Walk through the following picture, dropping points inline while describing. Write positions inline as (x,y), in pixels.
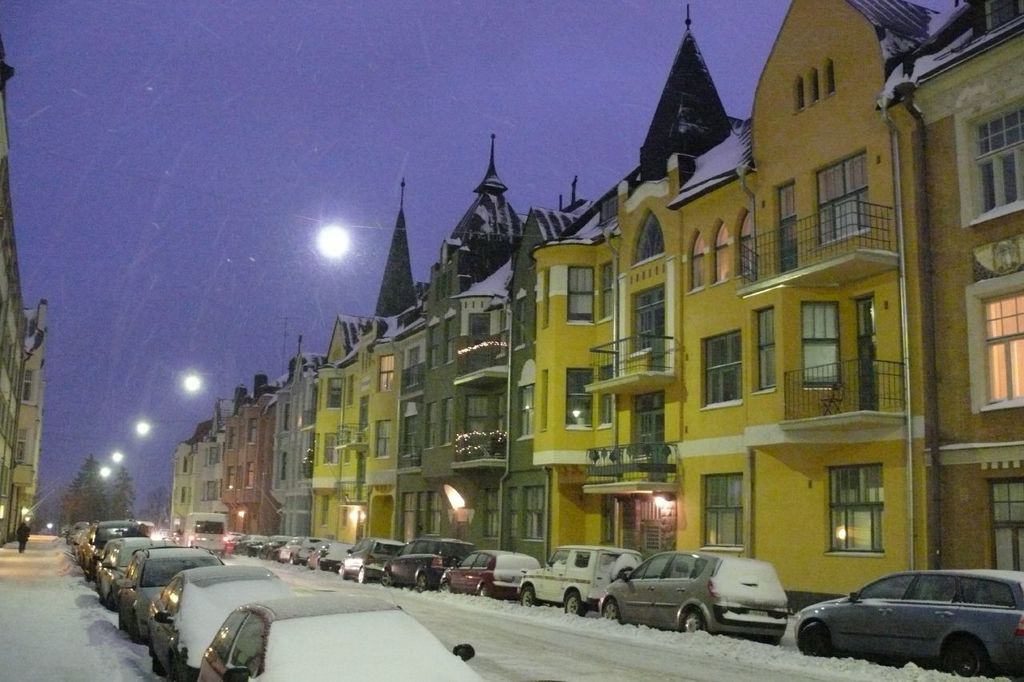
In this image there are vehicles (123,571) parked on the path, which are covered with snow (226,584), and in the background (340,529) there are buildings (19,445), lights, trees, sky (148,296).
